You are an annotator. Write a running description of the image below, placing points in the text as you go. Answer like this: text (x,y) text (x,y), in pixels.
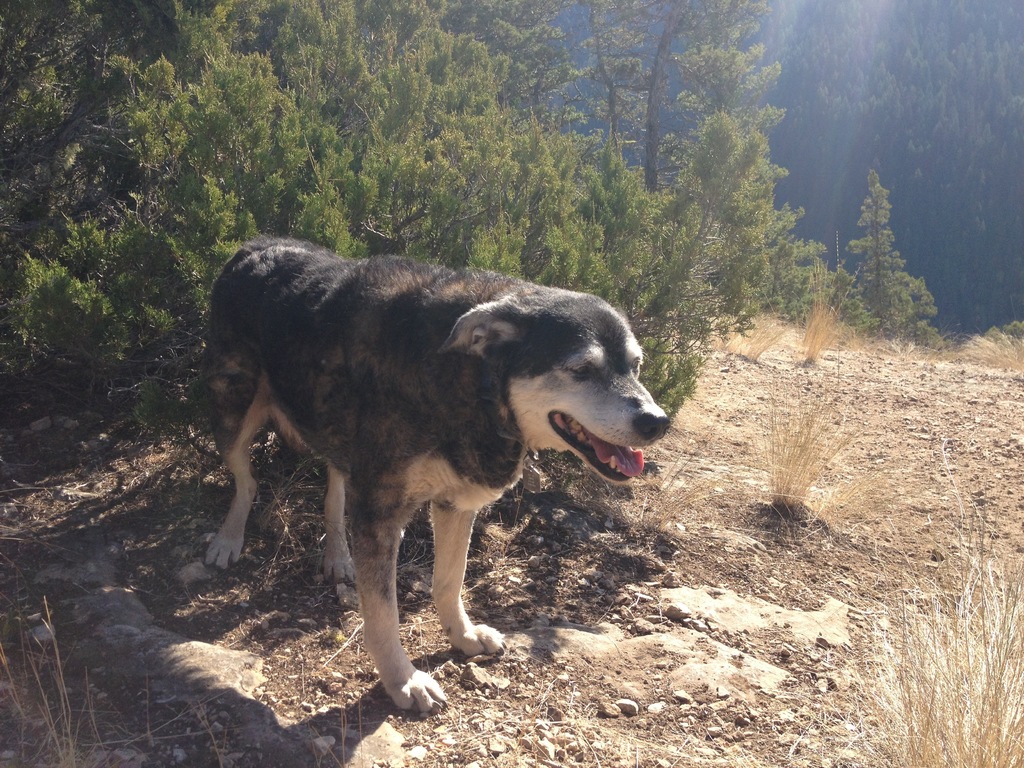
In this picture I can see there is a dog (470,490) standing and there is soil (781,520) and rocks (824,632) and trees (665,234).
